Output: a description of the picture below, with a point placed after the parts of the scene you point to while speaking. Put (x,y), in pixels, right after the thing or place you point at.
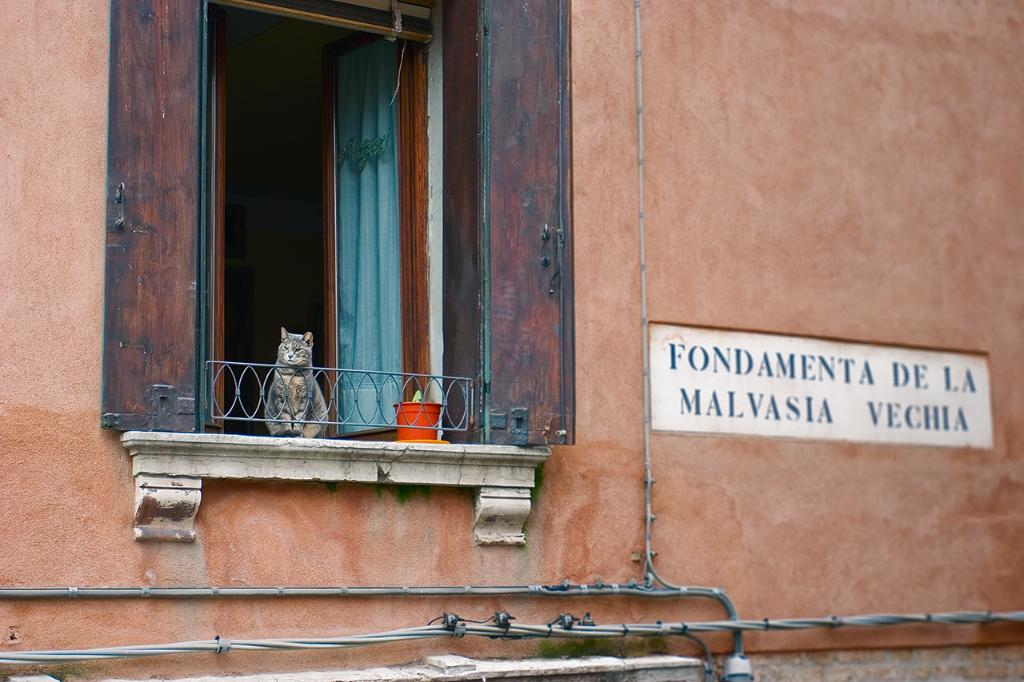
This image consists of a building (968,298). In the front (453,214), we can see a window (487,274) along with the curtains (387,255). And there is a cat (282,426) sitting. Beside that, there is a small pot (402,432). On the right (806,387), we can see a name board (947,420). At the bottom (609,632), there are wires (673,626).
